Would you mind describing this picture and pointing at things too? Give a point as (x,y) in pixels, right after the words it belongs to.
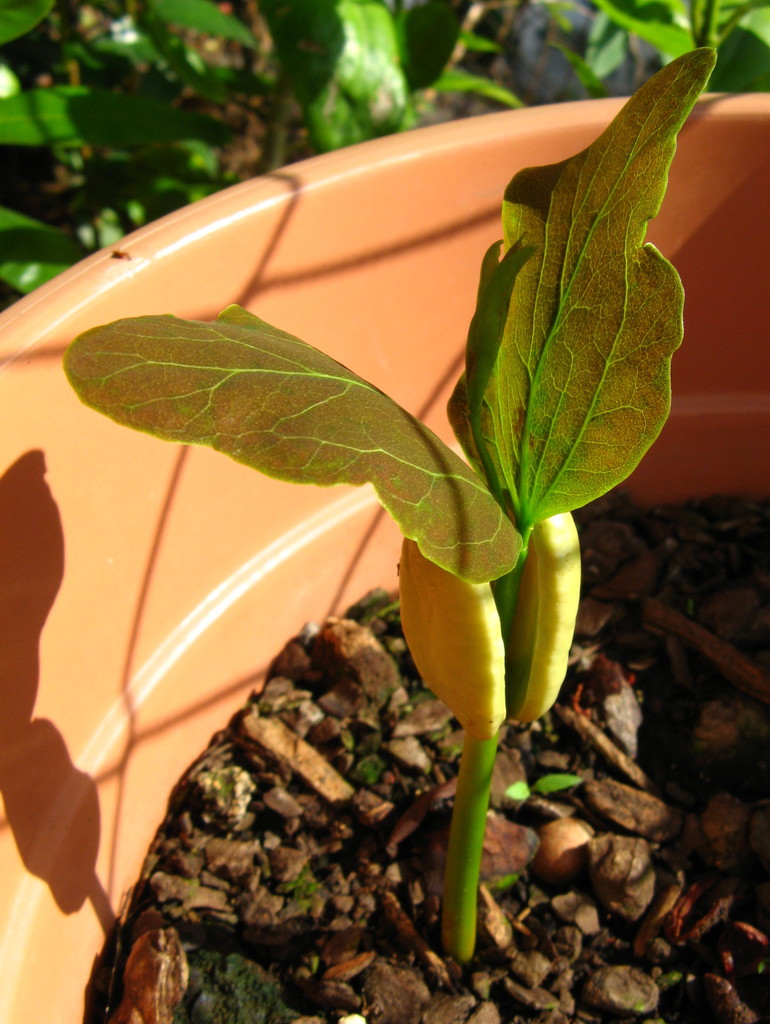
In this picture I can see a pot (214,678) in front (170,727), in which I can see brown color things (421,713) and a plant (475,793). In the background (138,91) I can see few more plants (182,17).
